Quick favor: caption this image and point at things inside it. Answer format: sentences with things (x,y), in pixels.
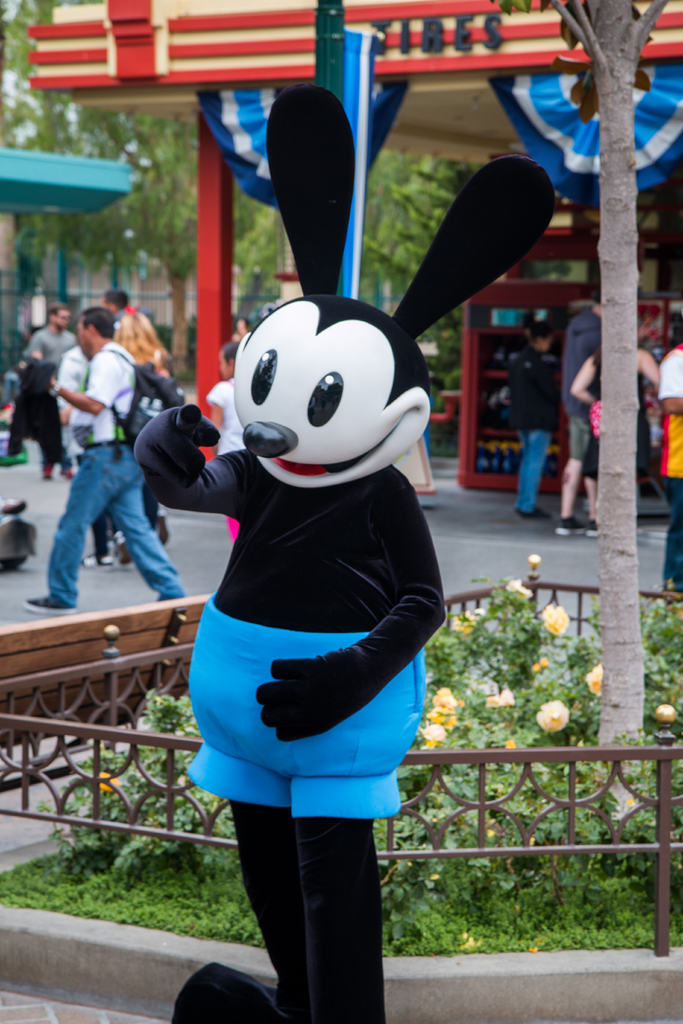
In the image there is a person (368,710) with Oswald rabbit costume (333,783) is standing. Behind that there is a fencing (162,830). Inside the fencing (389,846) there are few plants (506,718) with flowers (549,717) and also there is a tree (606,301). In the background (6,426) there are few people (90,451) standing. There are pillars (217,250) with roofs (131,25), trees (74,144) and a few other items (502,328) in the background (541,316). There is a bench (74,630) behind the fencing (152,654) of the plants (112,805).
